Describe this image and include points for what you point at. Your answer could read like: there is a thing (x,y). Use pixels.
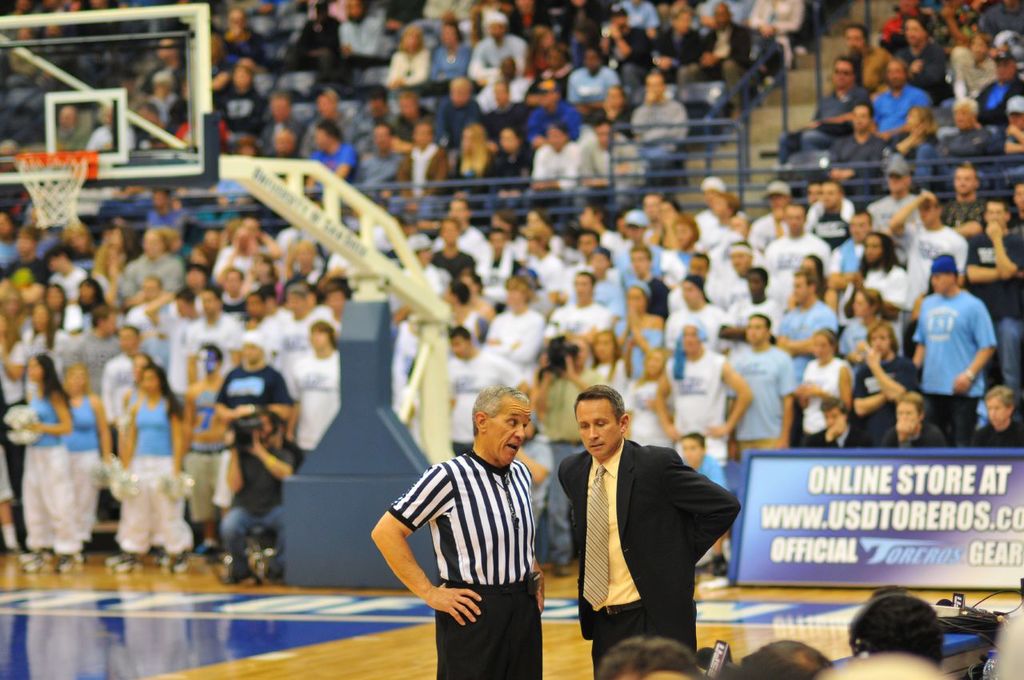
There is a person (471,645) in black color pant (473,663), wearing a T-shirt (478,487), standing and speaking. Beside him, there is a person (652,497) in a suit (649,504), standing. Beside them, there are persons (628,672). In the background (844,520), there is a hoarding (900,506), there is a basketball court (242,586), there are persons (167,411) standing and there are persons (397,7) sitting.
